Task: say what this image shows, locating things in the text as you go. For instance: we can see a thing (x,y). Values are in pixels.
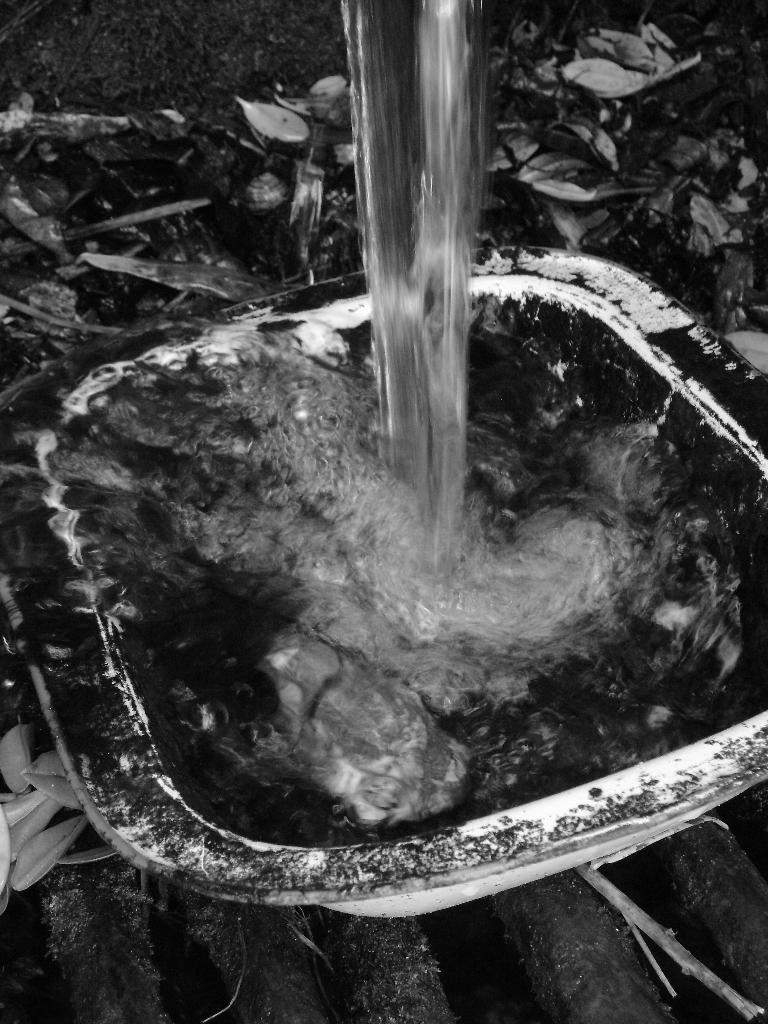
In this image there is water (341,372) flowing into the pot (695,748). Around the pot (757,754) there are dried leaves (79,215) and branches (710,976).
